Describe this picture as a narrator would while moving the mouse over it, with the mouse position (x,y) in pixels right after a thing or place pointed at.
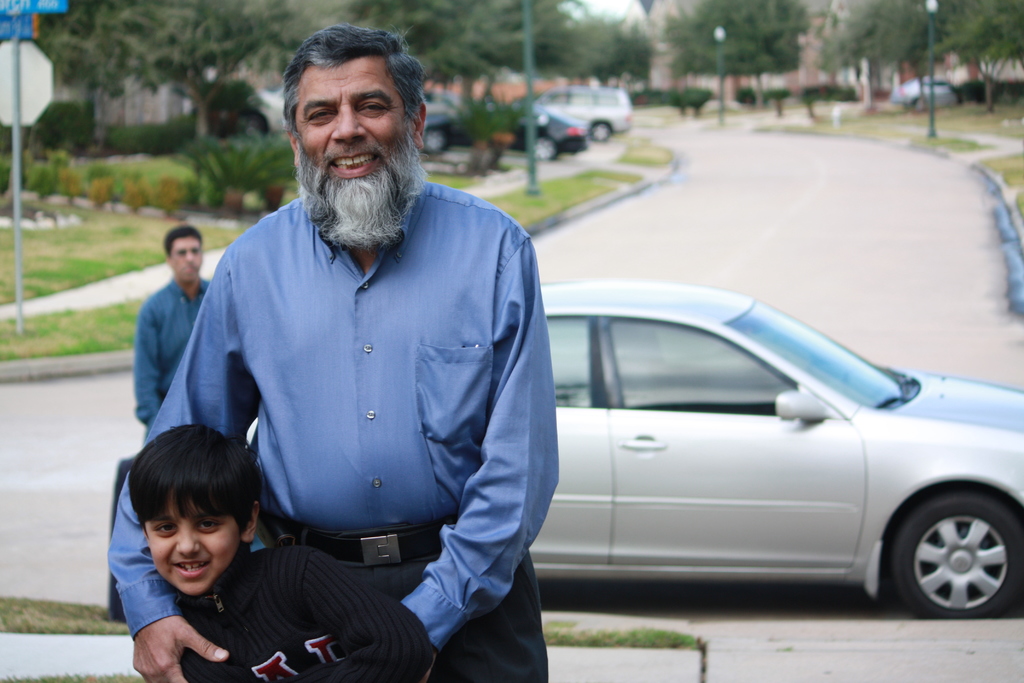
In this picture I can see a man (337,272) and a boy (275,593) standing, there is another person (187,251) standing, there are boards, poles (531,28), lights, plants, trees (699,4), and there are vehicles (764,341) on the road (800,306).
